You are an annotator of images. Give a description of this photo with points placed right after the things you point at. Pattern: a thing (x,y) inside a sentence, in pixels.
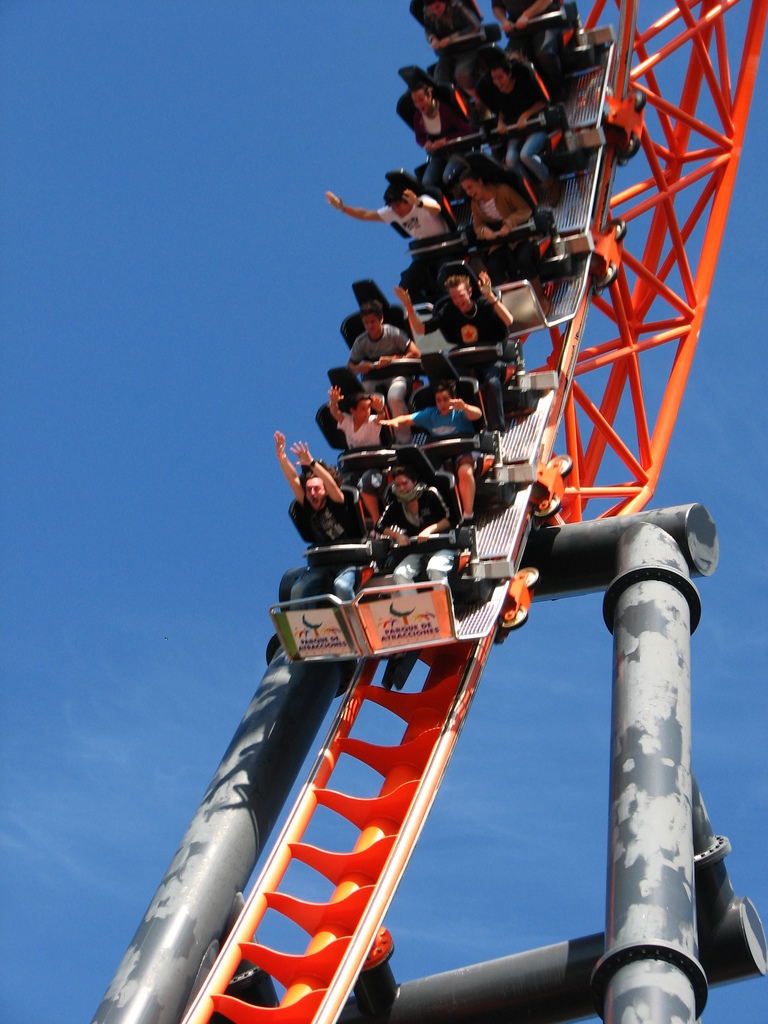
In the picture we can see a roller coaster (340,625) with some people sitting on it and behind it we can see a sky (169,691).
